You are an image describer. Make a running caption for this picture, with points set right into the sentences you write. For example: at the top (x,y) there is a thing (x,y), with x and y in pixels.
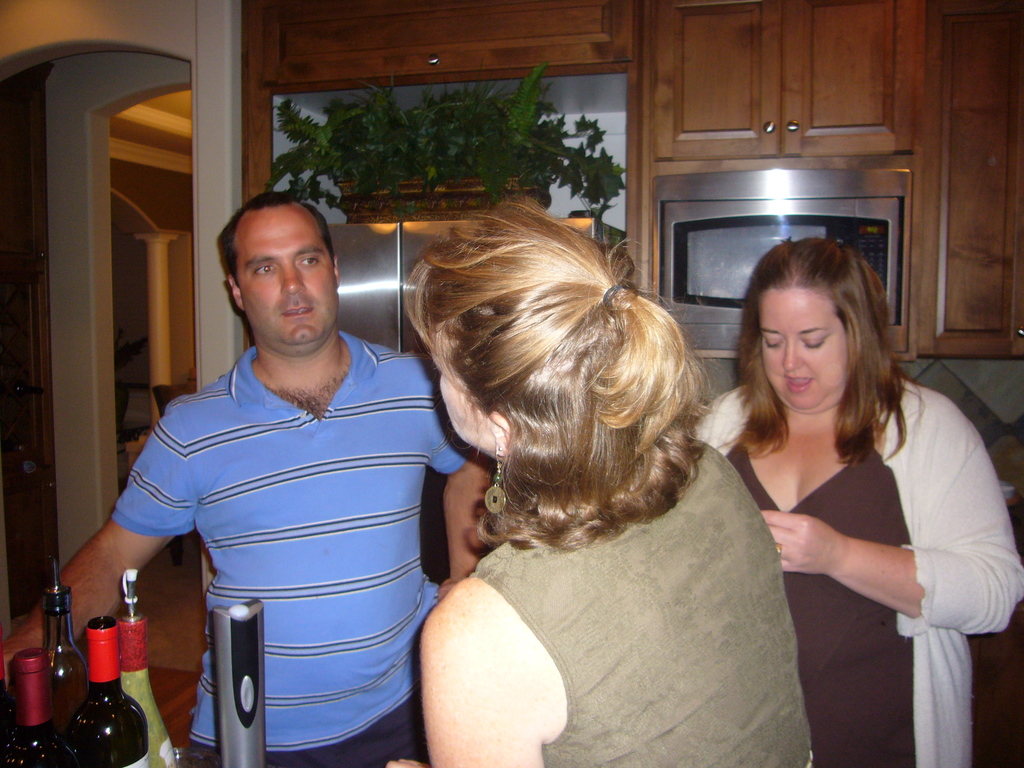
In this image there are three persons (402,569) standing in the room (444,560). There are bottles (127,696) at the background (721,269) there is a micro-oven (698,221) and cupboard (662,89) and a flower pot (406,145).
